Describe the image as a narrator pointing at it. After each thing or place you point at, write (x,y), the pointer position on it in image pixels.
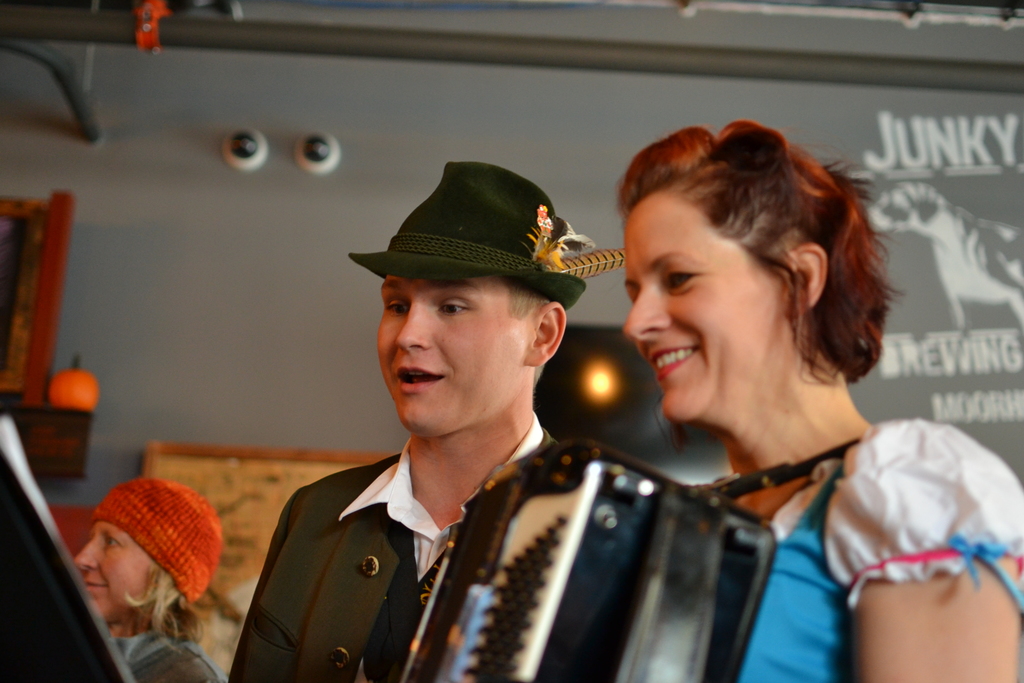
In the center of the image (488,310) we can see a man (379,589) and a lady (770,335) standing. She is holding a musical instrument (587,559). On the left (157,660) there is a person (101,612). In the background (470,141) there is a wall (399,141) and we can see a board (959,234) placed on the wall (689,115). There are lights (590,380).
